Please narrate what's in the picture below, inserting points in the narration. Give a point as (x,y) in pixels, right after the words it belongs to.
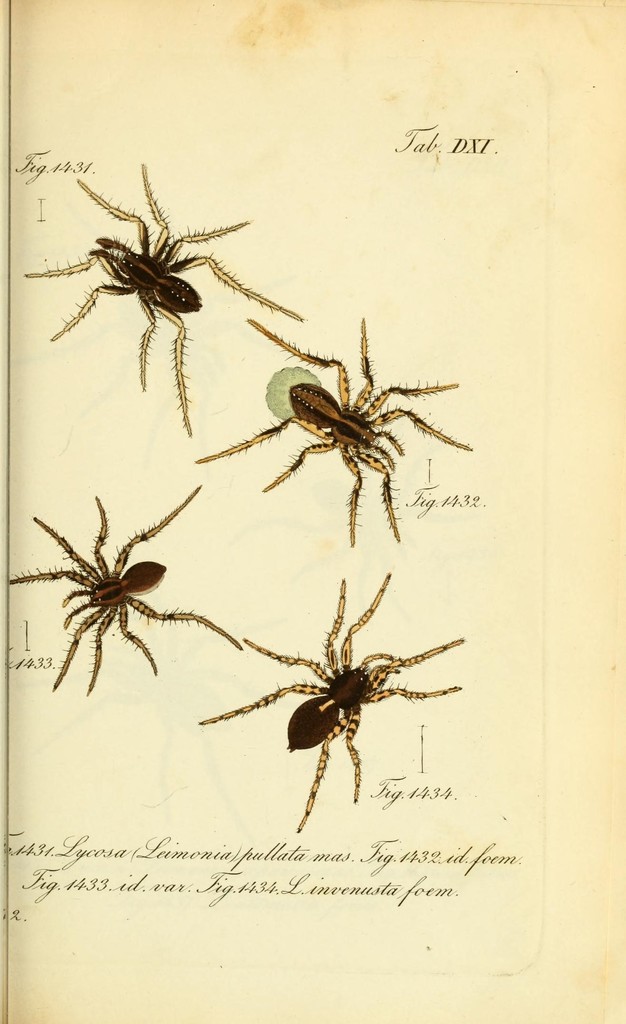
In this image I can see there are spiders (357,755) and there is the text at the bottom (279,891). It is the painted image.
